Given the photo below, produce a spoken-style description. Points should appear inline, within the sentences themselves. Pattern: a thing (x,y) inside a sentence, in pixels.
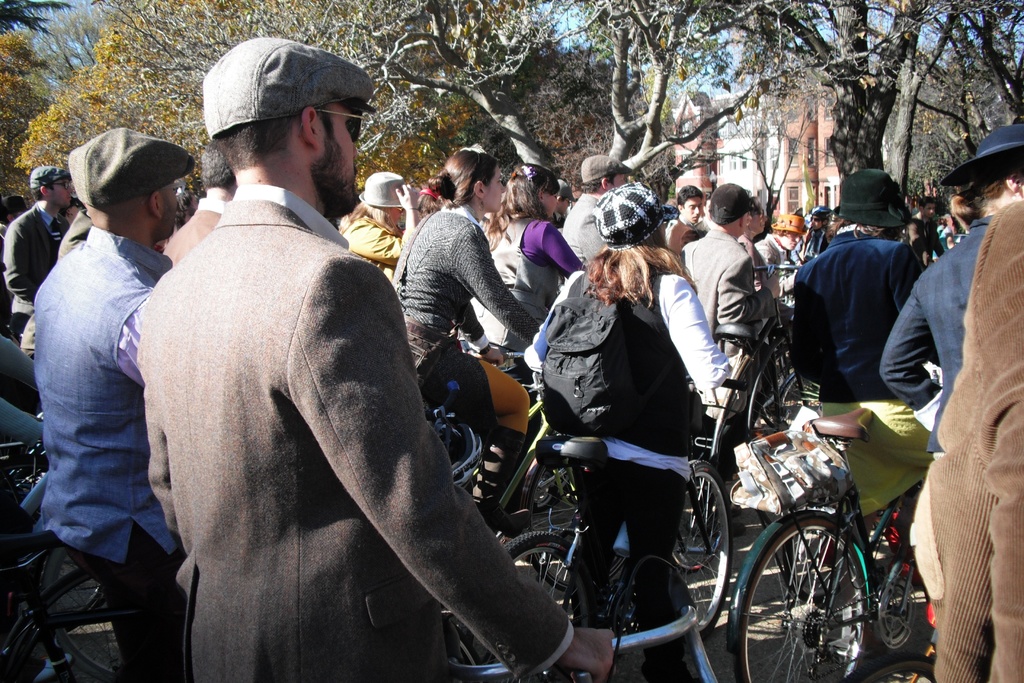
In the image we can see group of persons (805,369) were riding cycle (582,492). On the back (527,59) we can see trees (104,59), sky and building (784,160).
